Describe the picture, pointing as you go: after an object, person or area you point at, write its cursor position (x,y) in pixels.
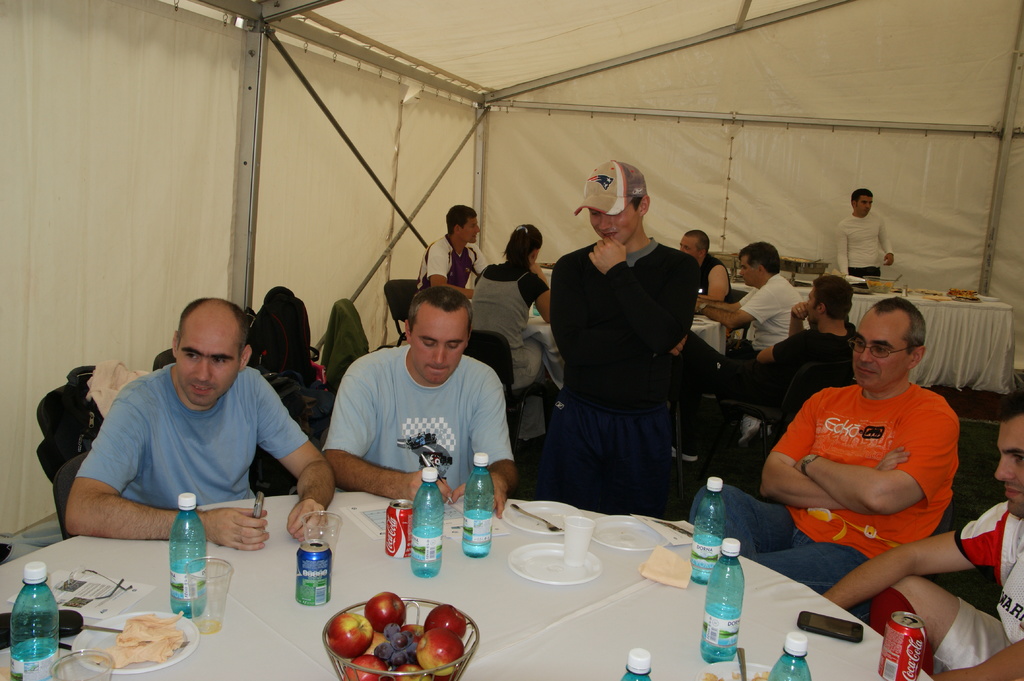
In this picture there are group of people (823,442) those who are sitting around the tables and there is a person (625,431) who is standing at the center of the image (569,333) and there are different food items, water bottles (472,505), and fruits (362,635) on the table (684,678) and there is a white color tent (936,101) around the area of the image.
